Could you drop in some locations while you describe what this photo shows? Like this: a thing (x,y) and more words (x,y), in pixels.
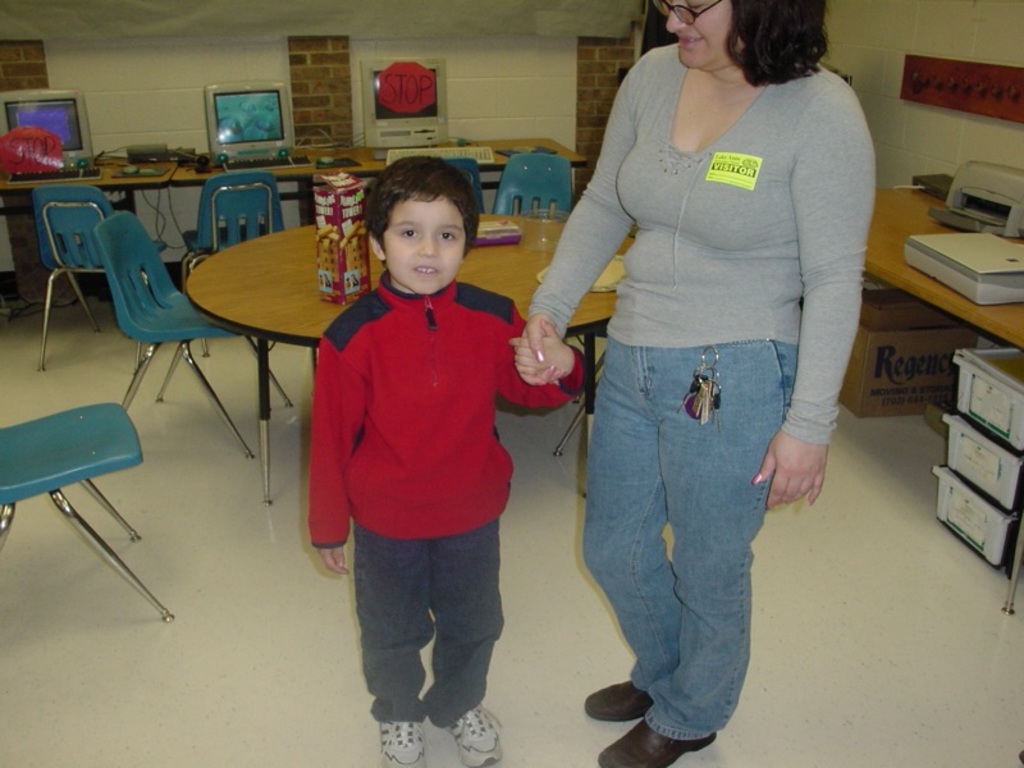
In this image i can see a woman (666,451) is holding a hands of a boy (436,430) and standing on the floor (284,568). I can there are few chairs (125,324) and table (223,275).
